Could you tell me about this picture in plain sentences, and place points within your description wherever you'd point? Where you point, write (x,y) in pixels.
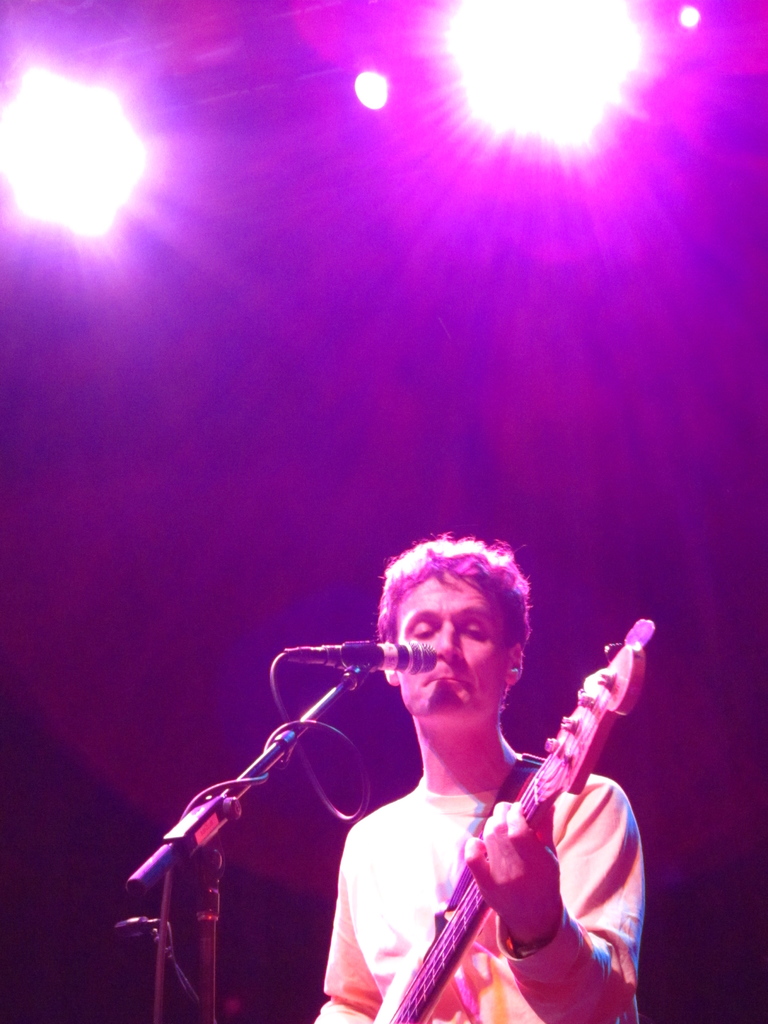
In this image I can see person (452,783) holding guitar (596,699). There is a mic (407,652) and a stand (309,710).
